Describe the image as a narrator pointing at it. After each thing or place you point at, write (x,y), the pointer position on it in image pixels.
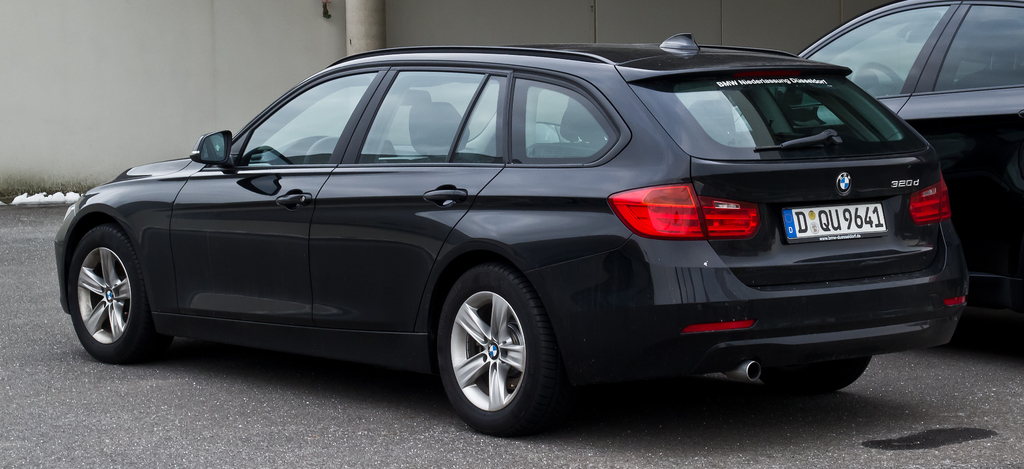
In this picture we can see vehicles (593,168) on the road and in the background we can see a wall (134,149).
